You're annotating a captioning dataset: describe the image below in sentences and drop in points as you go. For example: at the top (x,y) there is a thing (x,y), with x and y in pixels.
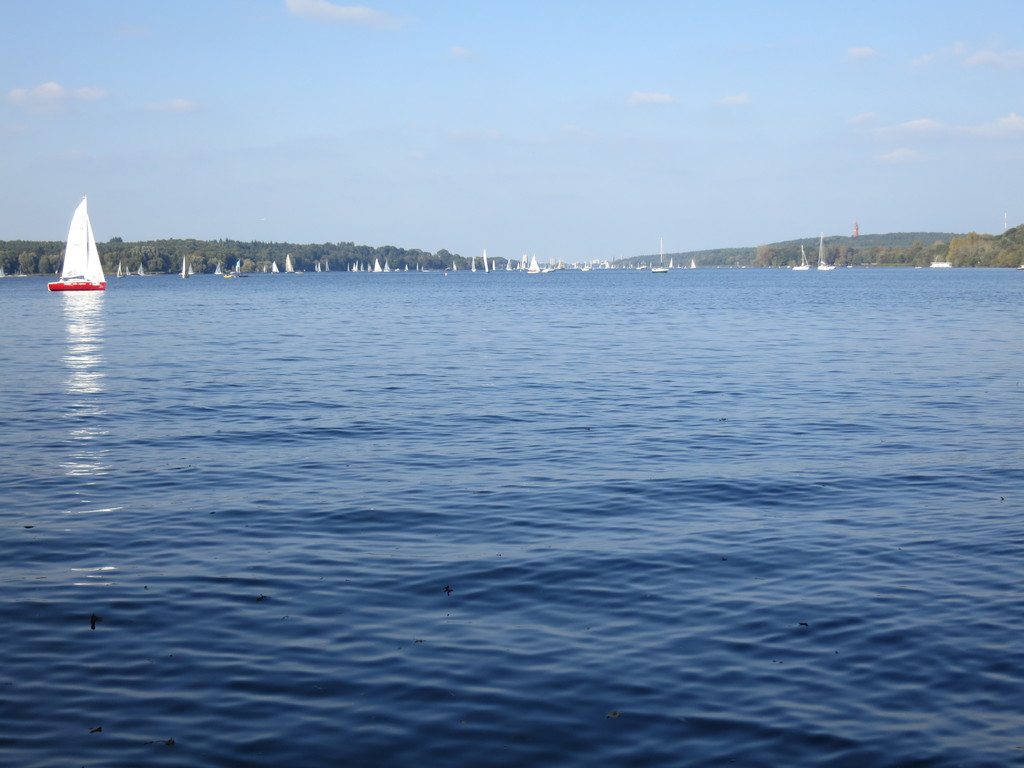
In this image I can see a boat (89,282) which is red and white in color is on the water (311,363) and in the background (126,262) I can see number of boats (287,259) in the water (482,278), few trees (696,257) and the sky (513,123).
